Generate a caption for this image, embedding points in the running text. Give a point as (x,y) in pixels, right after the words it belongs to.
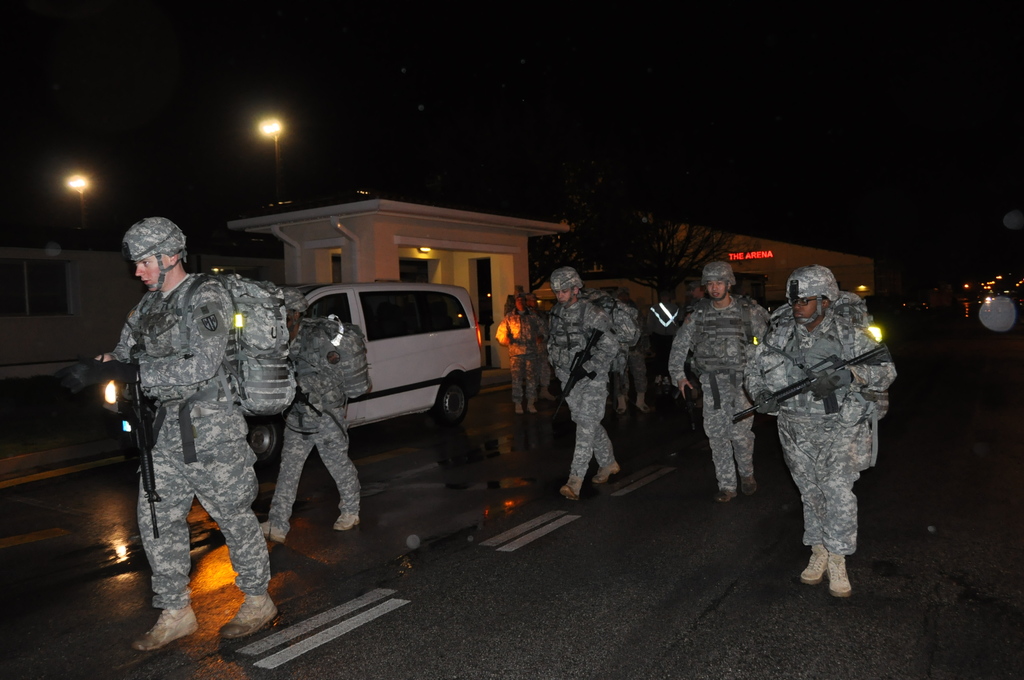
In this image we can see a group of men (644,388) walking on the road (546,455) holding the guns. We can also see a car (460,410) on the road (458,525). On the backside (930,277) we can see some buildings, trees (679,266), a signboard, some lights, the street poles (276,175) and the sky (533,179).
